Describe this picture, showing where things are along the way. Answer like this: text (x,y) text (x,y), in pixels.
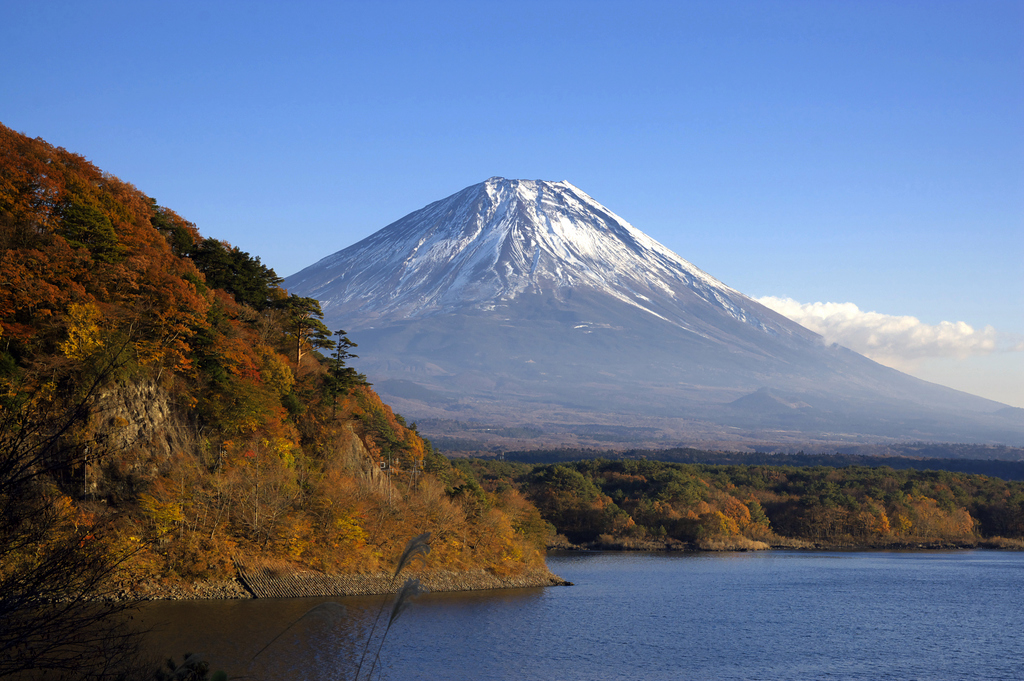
In this image we can see some trees (220,489), mountains (219,479) and water (699,606), in the background (465,154), we can see the sky (510,132) with clouds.
